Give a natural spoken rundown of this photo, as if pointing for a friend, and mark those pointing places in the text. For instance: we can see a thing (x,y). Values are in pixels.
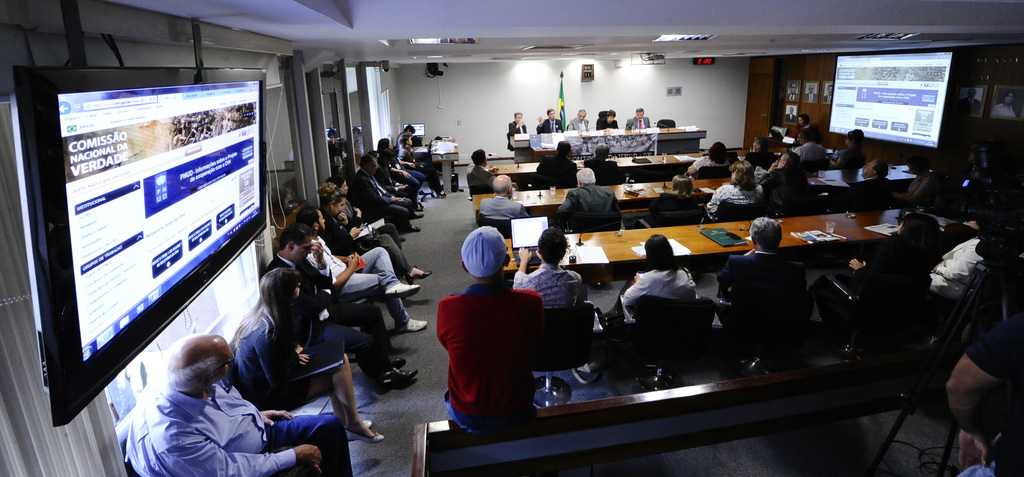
In a conference room (617,215) there are many people (408,275) sitting on the chairs (712,304) and there are some led screens (243,104) all over your room (753,42) fit to the walls (498,146) and in the front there is a table (575,134) and in front of the table (659,134) there are five people (613,126) sitting on the chairs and behind them there is a flag (559,96) and to the right side (814,116) there is a wooden wall (908,150). To that wall (808,105) there are few photo frames (808,96) and in between the photo frames (826,87) there is a projector (867,134).
